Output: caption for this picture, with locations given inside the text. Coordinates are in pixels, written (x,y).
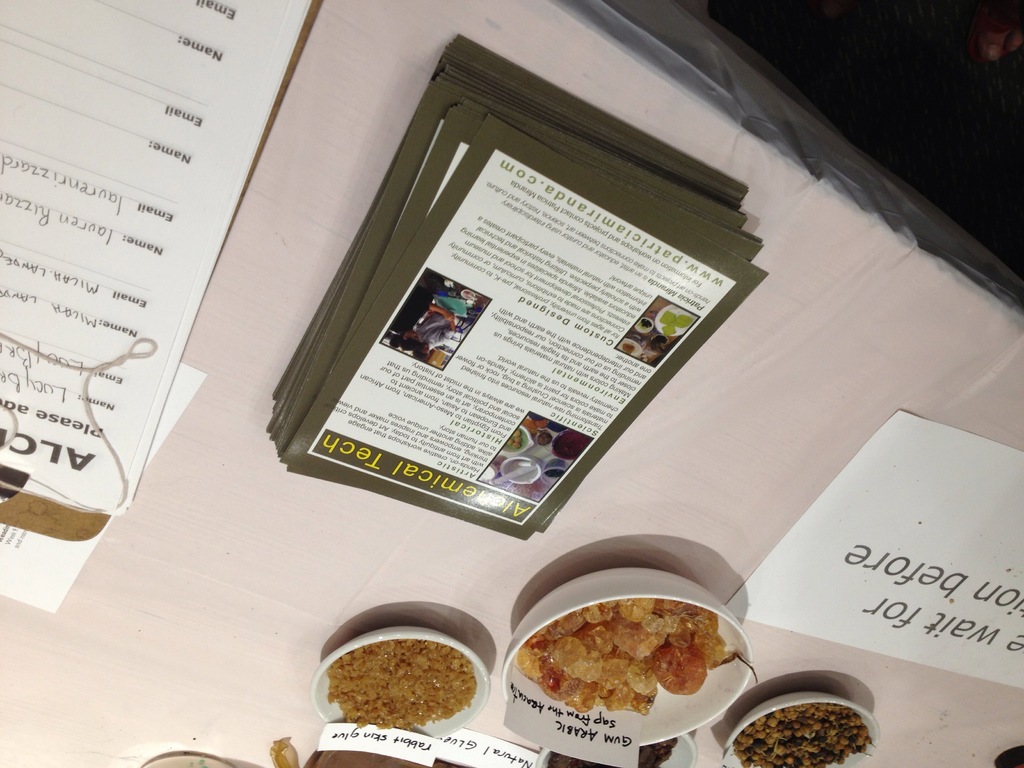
In this image there is a table (728,584) and we can see papers (633,376), bowls (506,684) and some grains (391,673) placed on the table (599,506).
